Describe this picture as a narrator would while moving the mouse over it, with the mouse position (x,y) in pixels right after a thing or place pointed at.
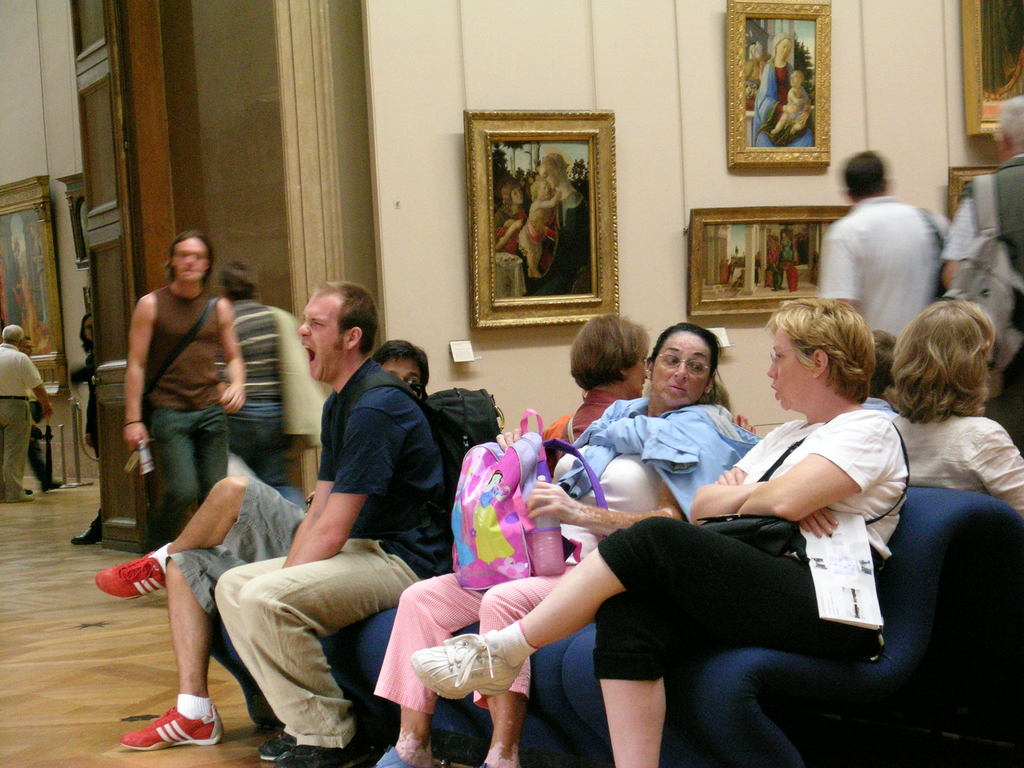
In this image, we can see a group of people (727,460) are sitting. In the bottom left side of the image (241,747), there is a floor (167,765). In the background (452,288), we can see people (13,367), wall (399,219), photo frames (982,53), rods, rope (85,454) and few things (120,466).
